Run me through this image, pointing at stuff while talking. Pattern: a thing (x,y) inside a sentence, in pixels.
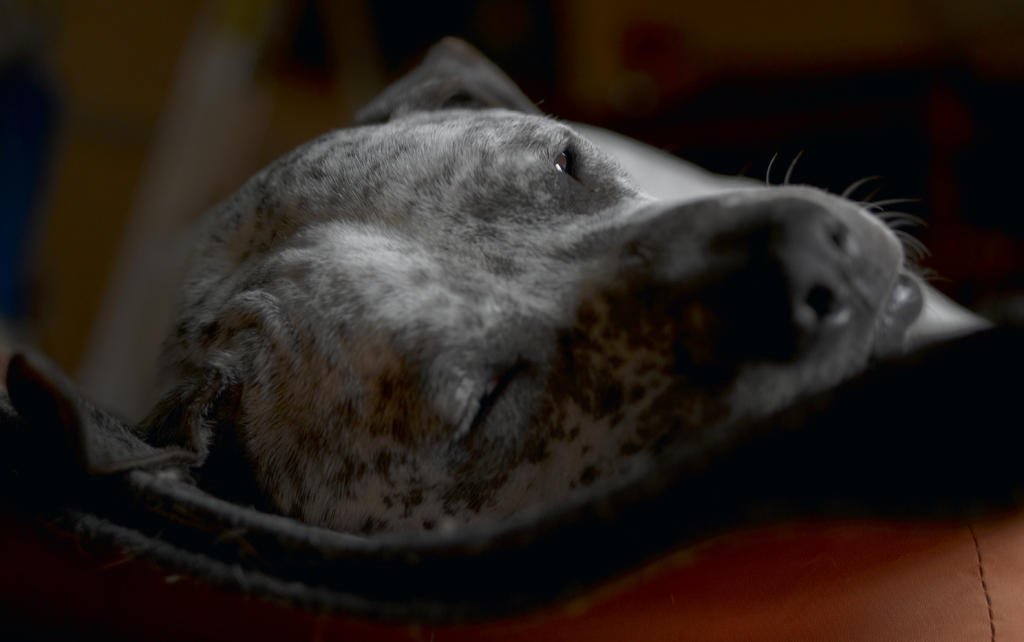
In the image there is a grey dog (748,271) laying on carpet (424,550) on the sofa (788,624).
